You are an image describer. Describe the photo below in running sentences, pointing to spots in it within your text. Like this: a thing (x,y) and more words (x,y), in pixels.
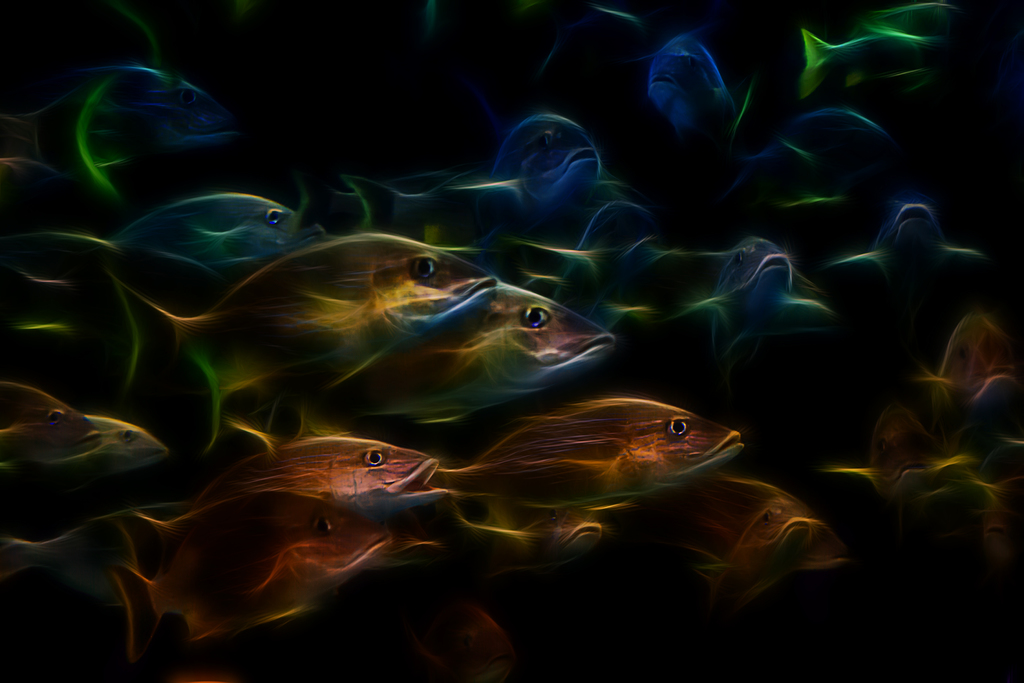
This is a graphical image. In this image we can see a group of fishes (493,466).
